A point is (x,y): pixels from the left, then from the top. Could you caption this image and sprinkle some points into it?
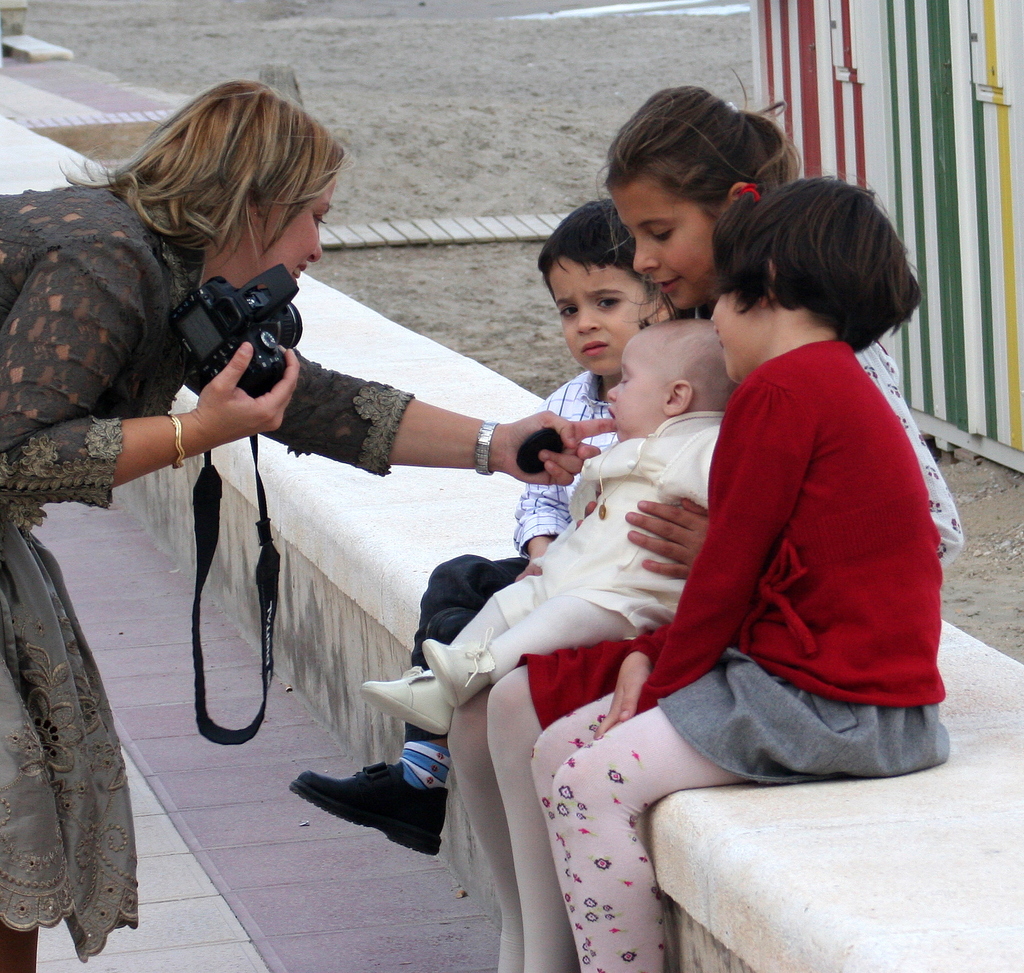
In the center (653,364) we can see four persons (601,368) were sitting on the stone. On the left (76,413) we can see woman (79,348) she is smiling and holding camera (252,325). And back we can see sand (520,76) and some more objects (757,78).
